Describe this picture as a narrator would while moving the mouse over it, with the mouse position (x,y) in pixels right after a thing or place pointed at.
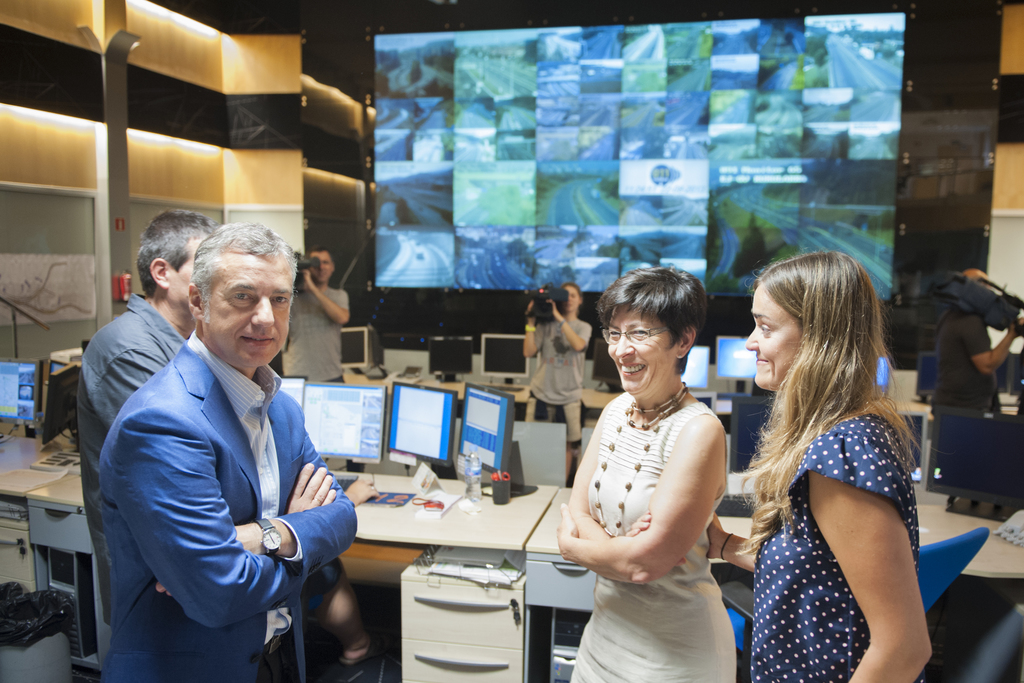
In this picture we can see a group of people (205,460), some people (567,401) are holding cameras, here we can see monitors (515,487), desks (517,513), drawers (555,566), some objects (494,551) and in the background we can see a screen (874,270), wall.
